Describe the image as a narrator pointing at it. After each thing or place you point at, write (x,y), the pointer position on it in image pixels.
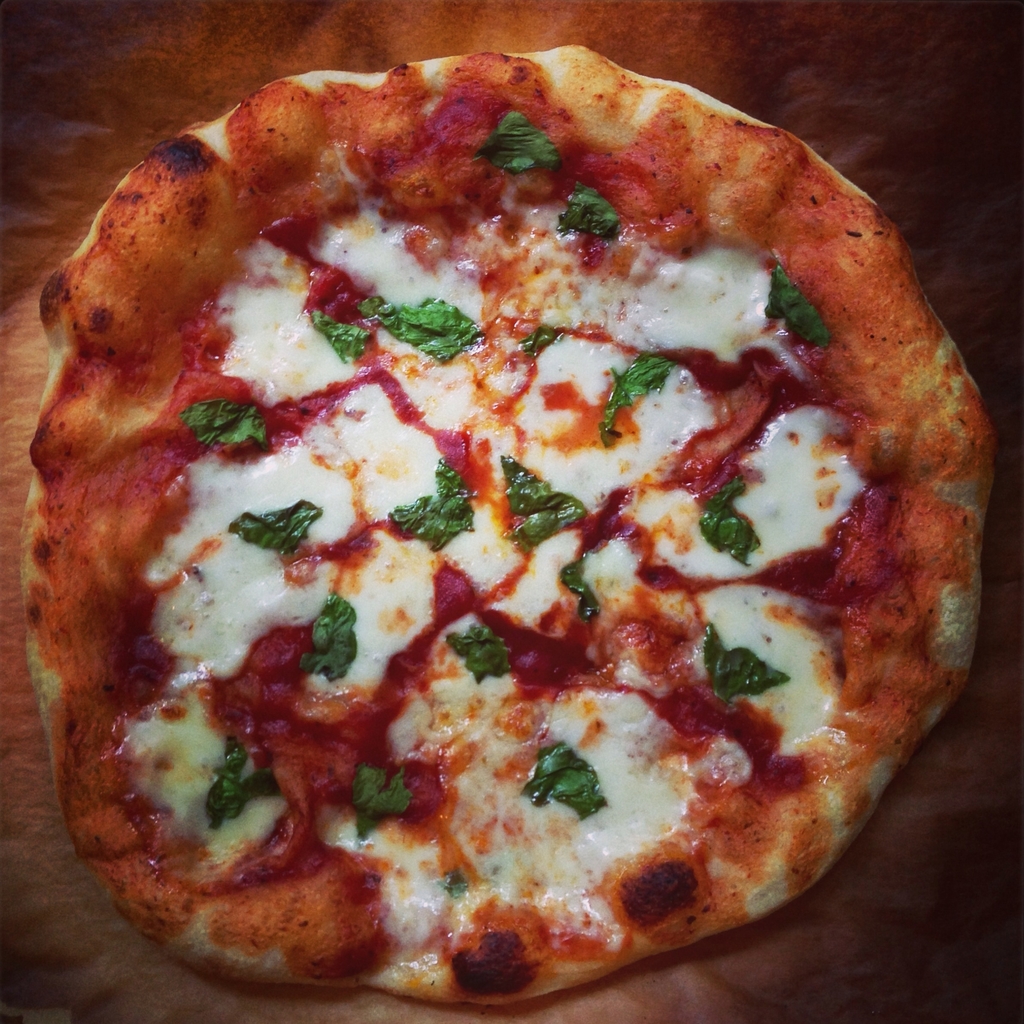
In the foreground of this image (475,426), there is a pizza (570,854) on parchment paper (863,942).
